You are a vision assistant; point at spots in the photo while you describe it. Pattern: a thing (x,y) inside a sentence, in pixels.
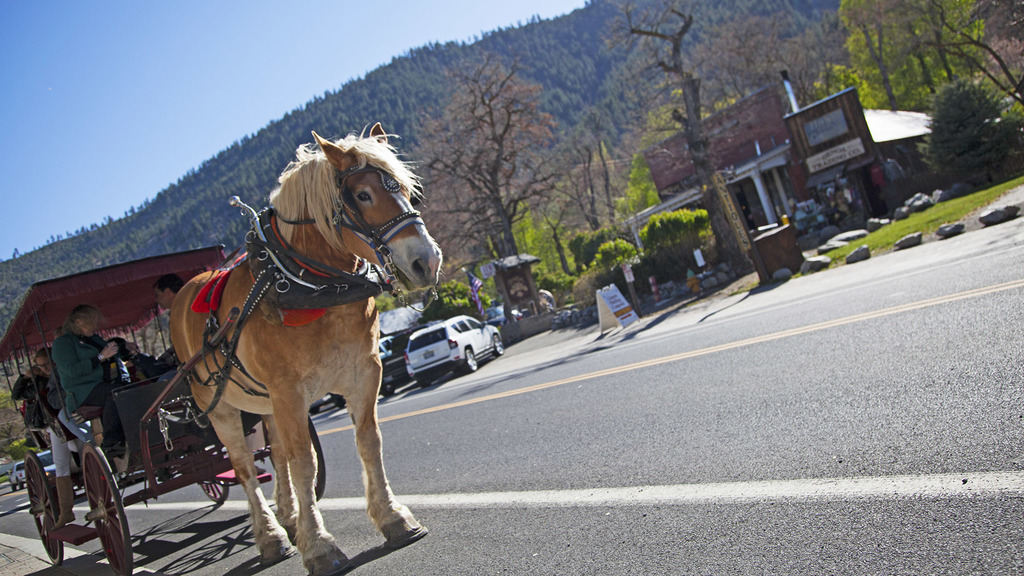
There is a horse cart (185,374). Inside the cart (102,366) there are many people (86,376). There is a road (582,388). There are vehicles (432,348) on the road (601,413). In the back (514,168) there are trees (511,135), building (733,152), rocks (900,239) and sky (234,91).
